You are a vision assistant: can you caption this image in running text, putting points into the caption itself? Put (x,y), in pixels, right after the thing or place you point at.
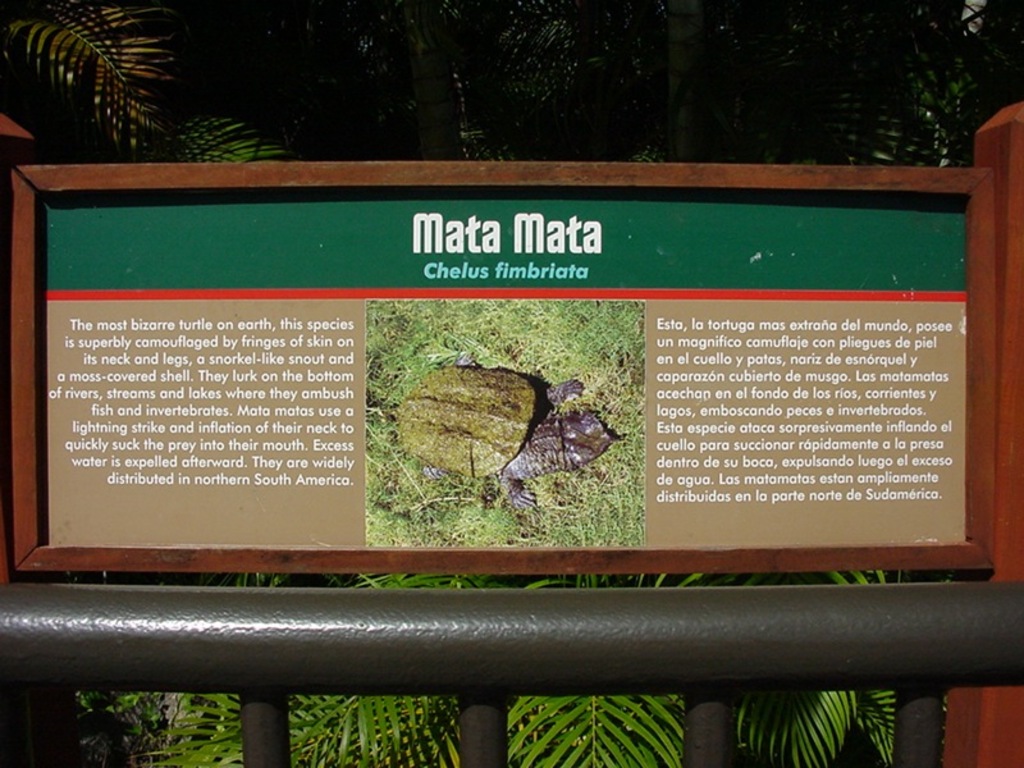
In this image in the center (622,462) there is one board (711,528) on that board (719,316) there is some text (917,390) and at the bottom (357,663) there is a fence (298,599), in the background (343,88) there are some trees (332,128).
